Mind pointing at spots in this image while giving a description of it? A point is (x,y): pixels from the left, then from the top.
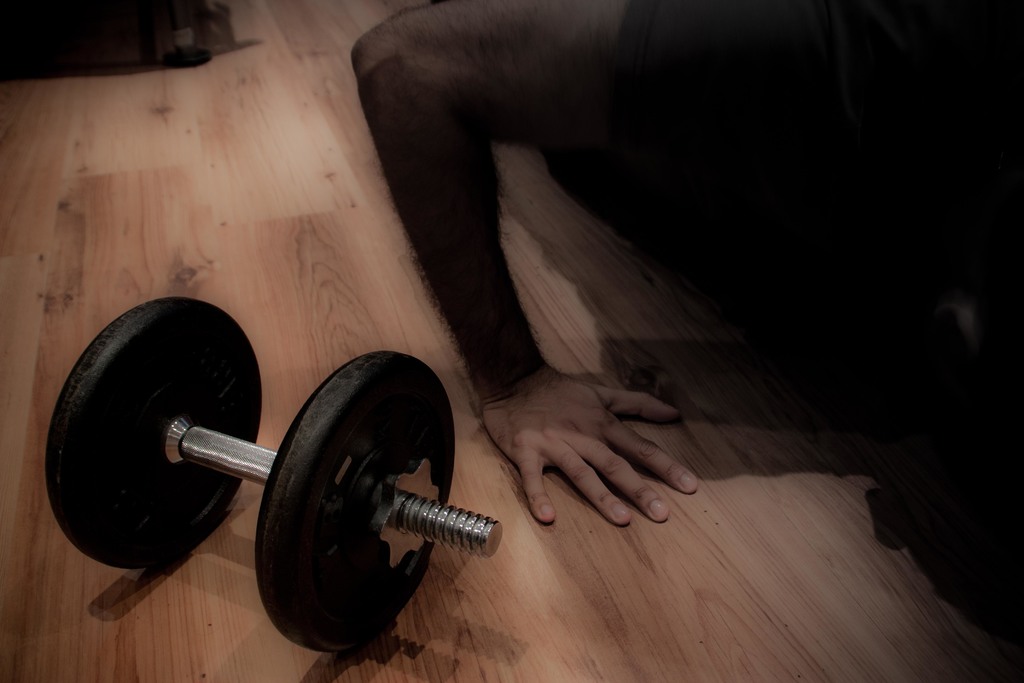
In this image I can see the gym equipment (205,439) and I can also see the person (764,109) and the floor (230,146) is in brown color.
